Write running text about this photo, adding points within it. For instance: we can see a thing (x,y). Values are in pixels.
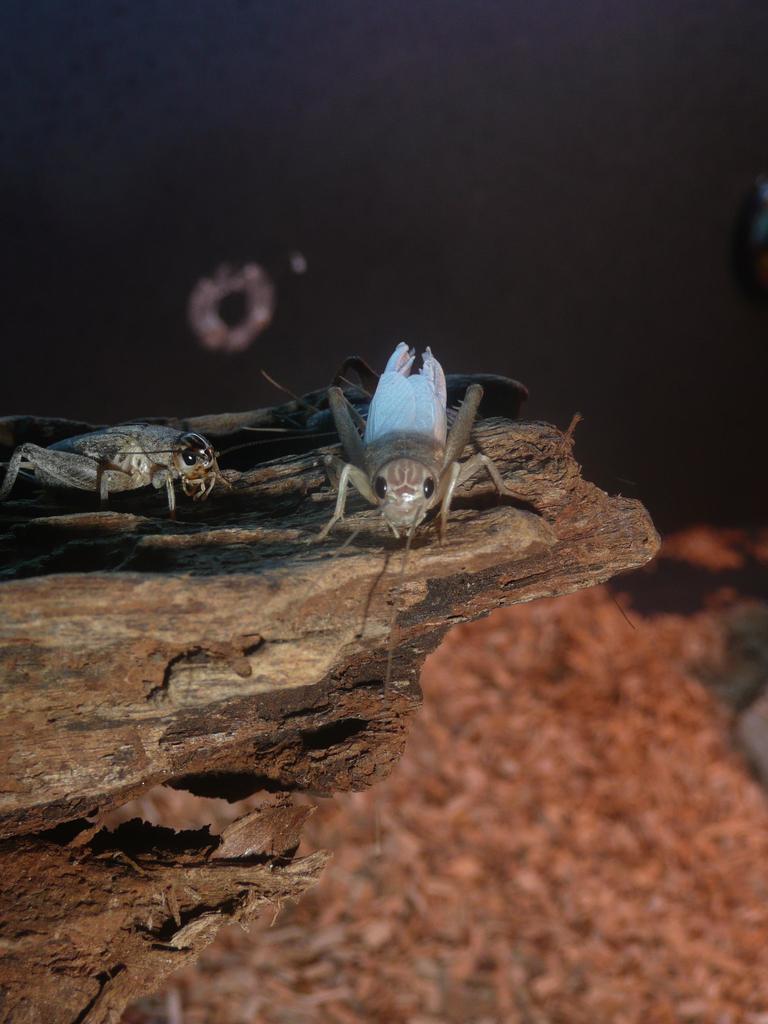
In this picture we can see few insects (183,447) on the wooden bark (438,535).
